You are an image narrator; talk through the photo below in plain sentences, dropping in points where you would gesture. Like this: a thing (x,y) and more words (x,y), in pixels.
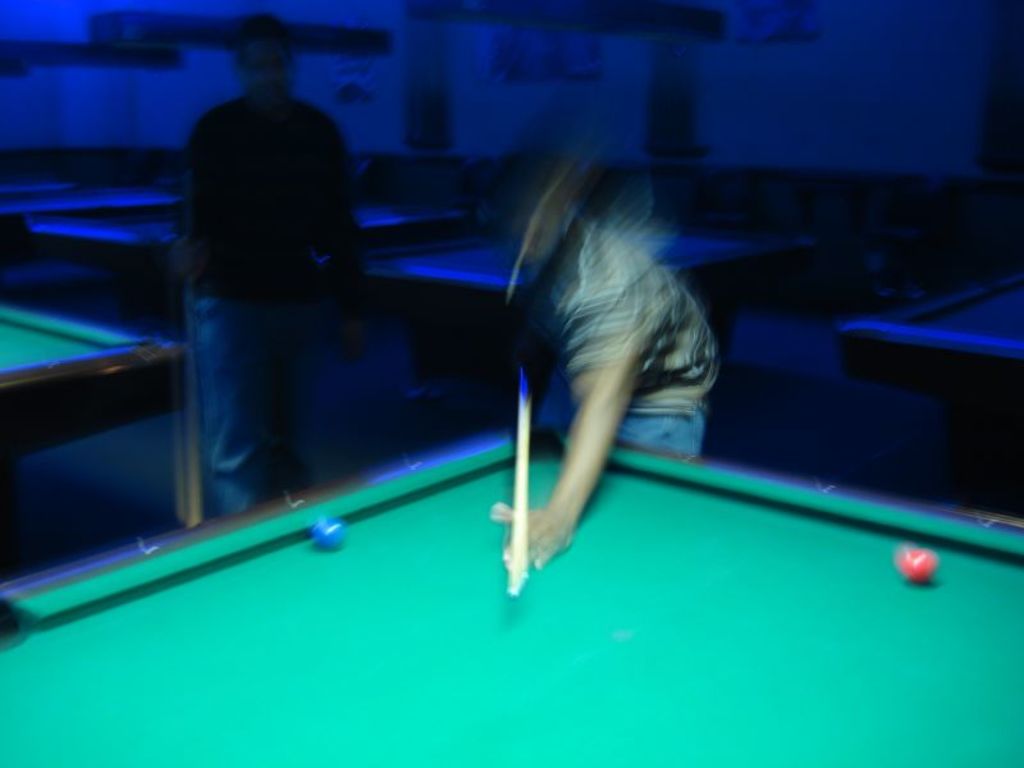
In this picture we can see man (554,331) holding stick (518,501) with his hand (557,527) and pointing at ball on snooker table (470,525) and on other side we can see person (301,211) standing and in background (531,137) it is dark.
